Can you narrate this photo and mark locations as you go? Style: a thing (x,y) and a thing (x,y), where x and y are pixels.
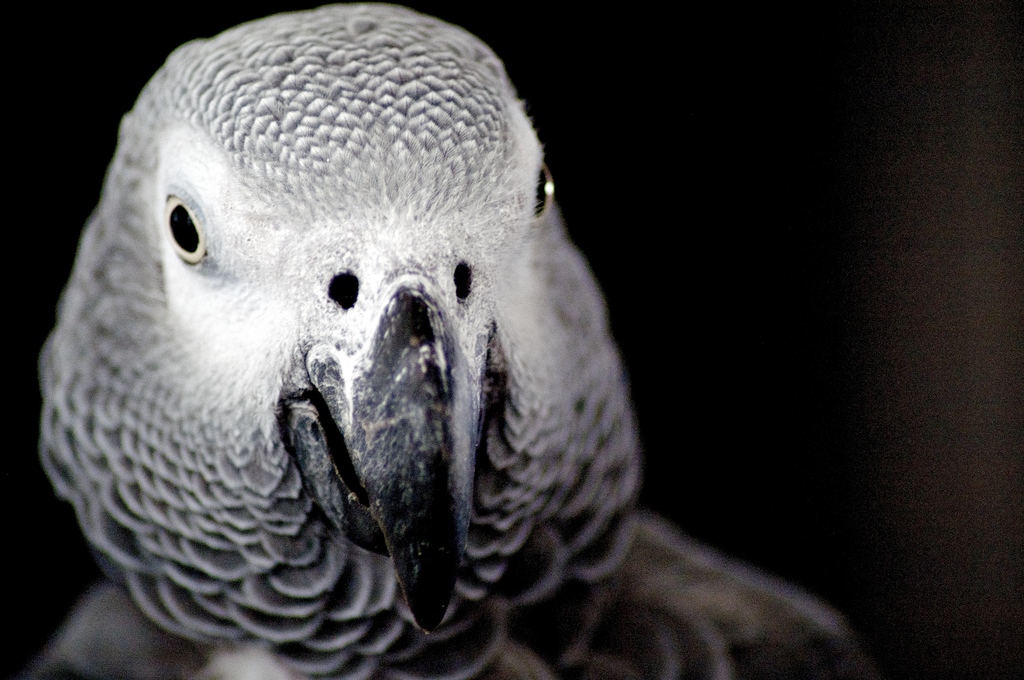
In the center of the image (584,430) there is a bird (561,293).
